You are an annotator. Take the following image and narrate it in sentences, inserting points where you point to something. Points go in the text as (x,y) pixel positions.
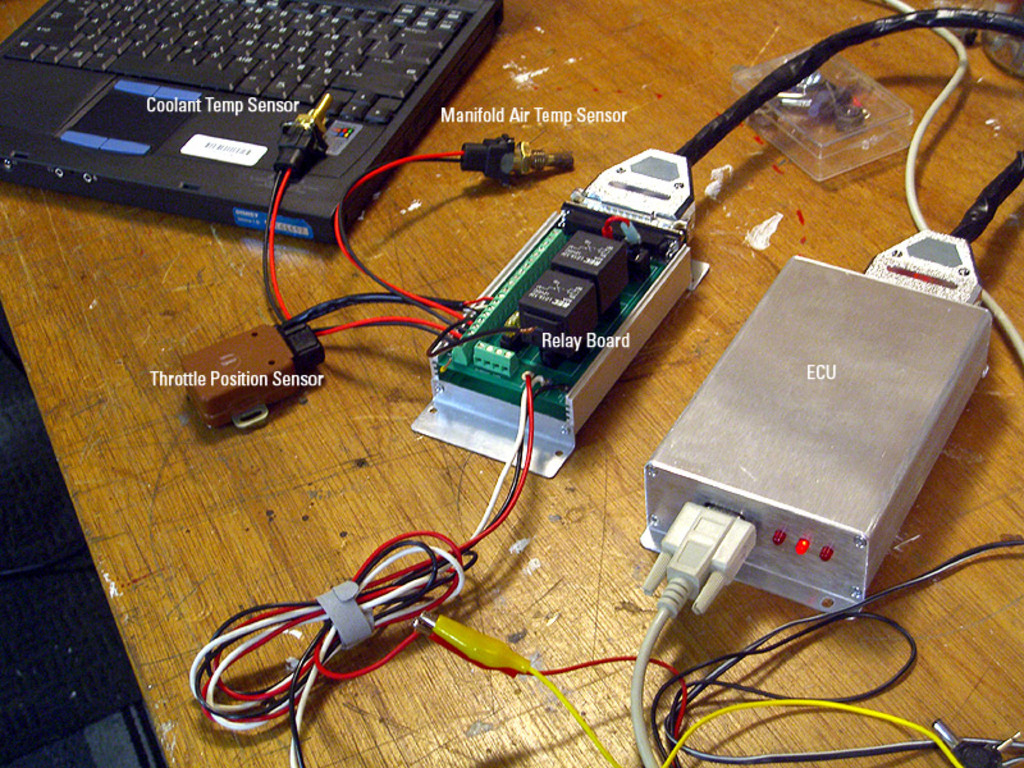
In this image there is a laptop (215,211), chipboard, connector (292,143) and some cables (1010,320) on the table (425,443).
